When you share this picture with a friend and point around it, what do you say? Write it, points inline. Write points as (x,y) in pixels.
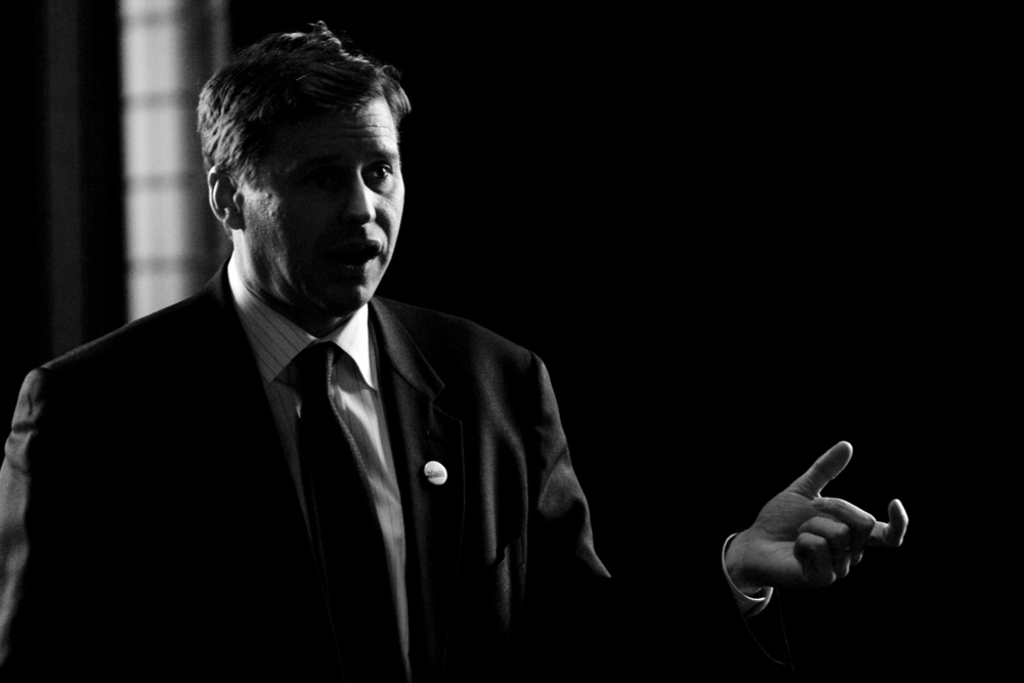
In this picture there is a person (249,354) standing and talking. At the back (146,241) it looks like a window (199,88).
